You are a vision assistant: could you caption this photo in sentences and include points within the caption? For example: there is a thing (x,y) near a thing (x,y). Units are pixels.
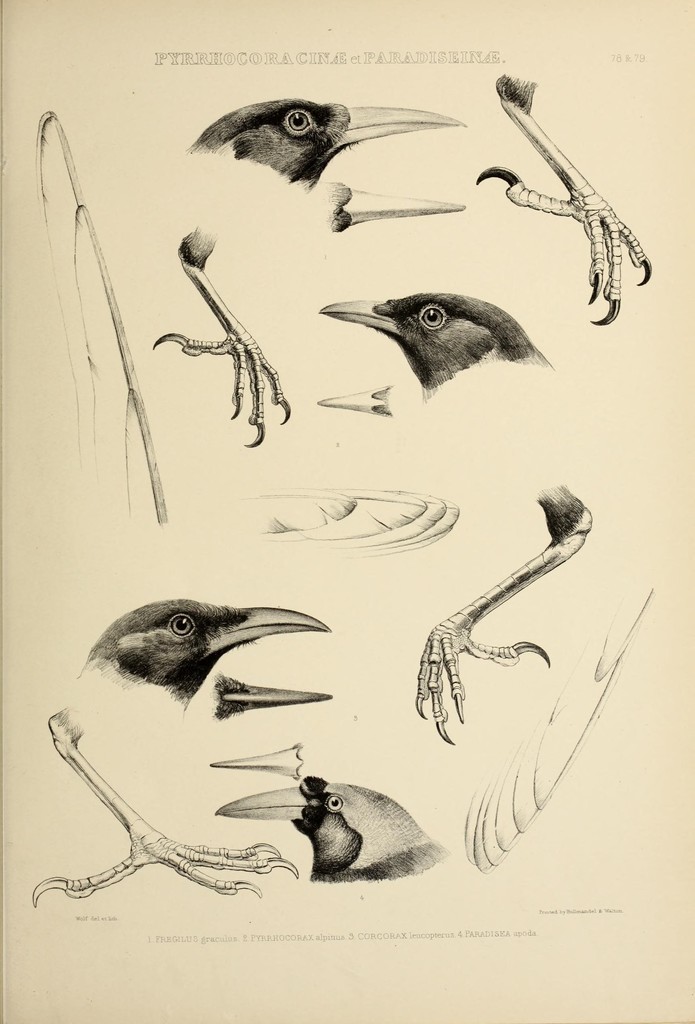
In this picture i can see there are some birds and their feathers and claws (116,876) and this is a drawing.
